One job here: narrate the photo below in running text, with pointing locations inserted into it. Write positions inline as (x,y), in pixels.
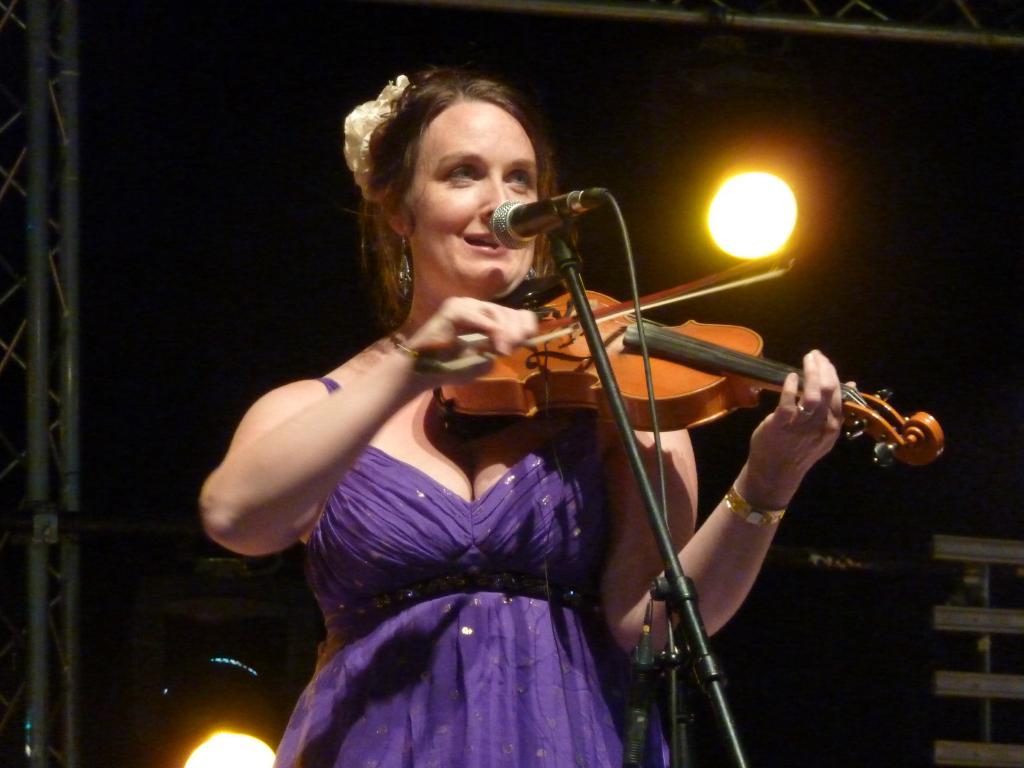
In this picture we can see a woman (421,360) who is standing in front of mike (510,212). She is playing violin (691,386). Here we can see a light (756,205).
